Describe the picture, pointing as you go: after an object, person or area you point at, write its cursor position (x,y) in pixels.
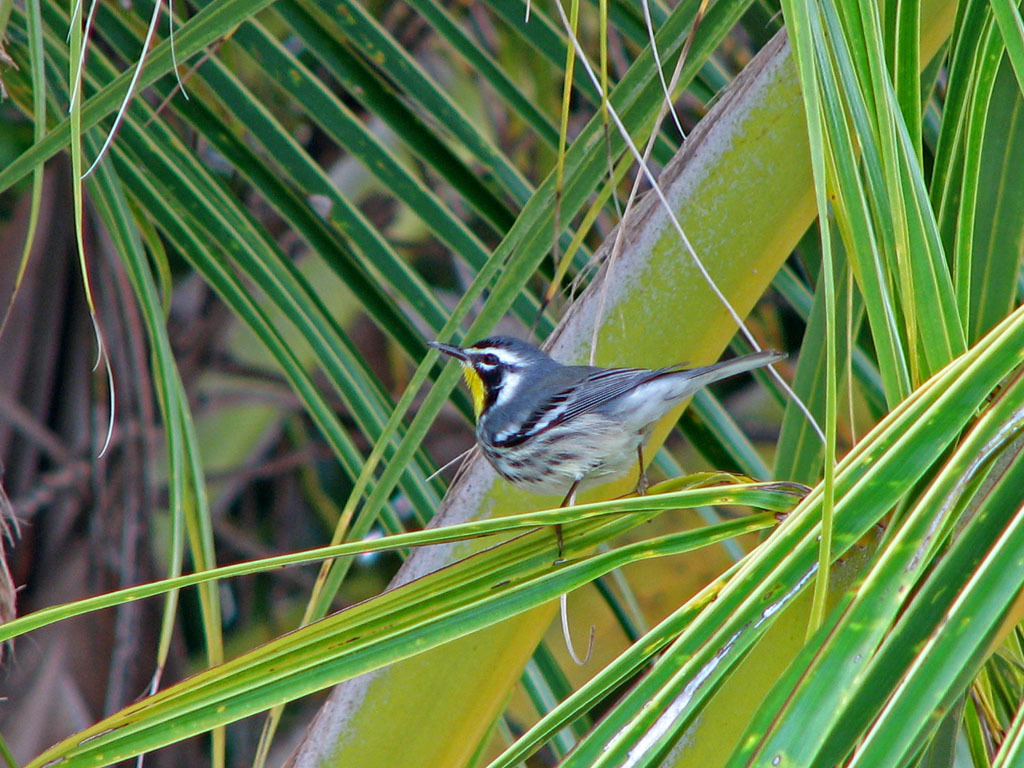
In this image, we can see some green leaves (709,408) and a bird (562,449) on one of the leaves (166,725).
